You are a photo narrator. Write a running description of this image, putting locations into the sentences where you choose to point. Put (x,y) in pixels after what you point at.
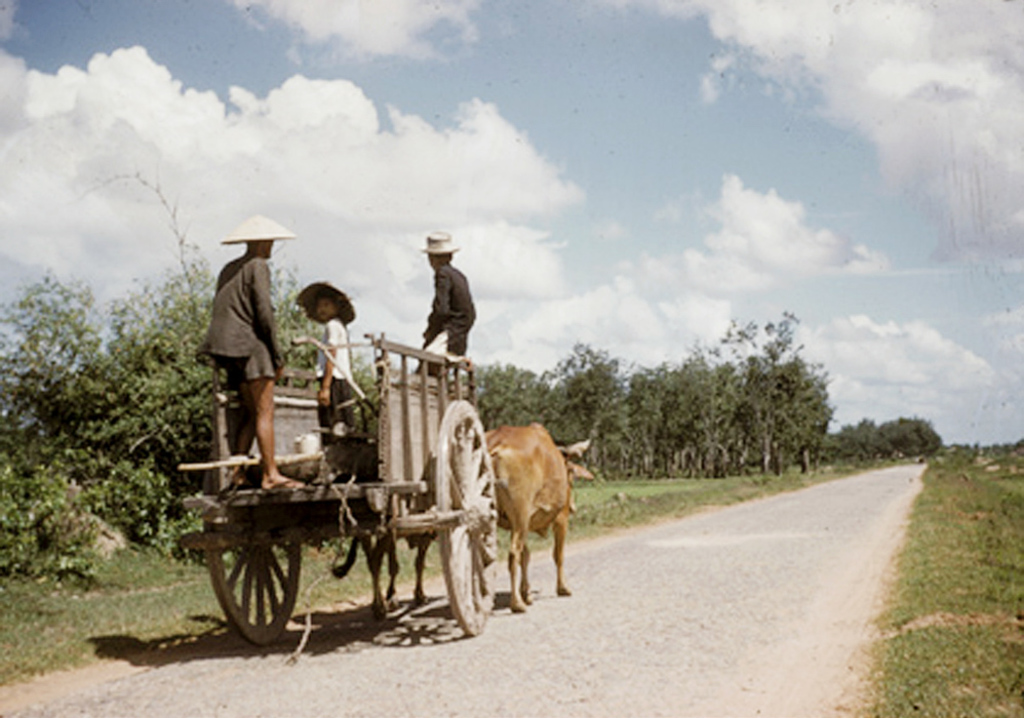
In this picture there are people (443,290) on the cow cart (434,446) in the image and there are trees (491,414) in the image.
